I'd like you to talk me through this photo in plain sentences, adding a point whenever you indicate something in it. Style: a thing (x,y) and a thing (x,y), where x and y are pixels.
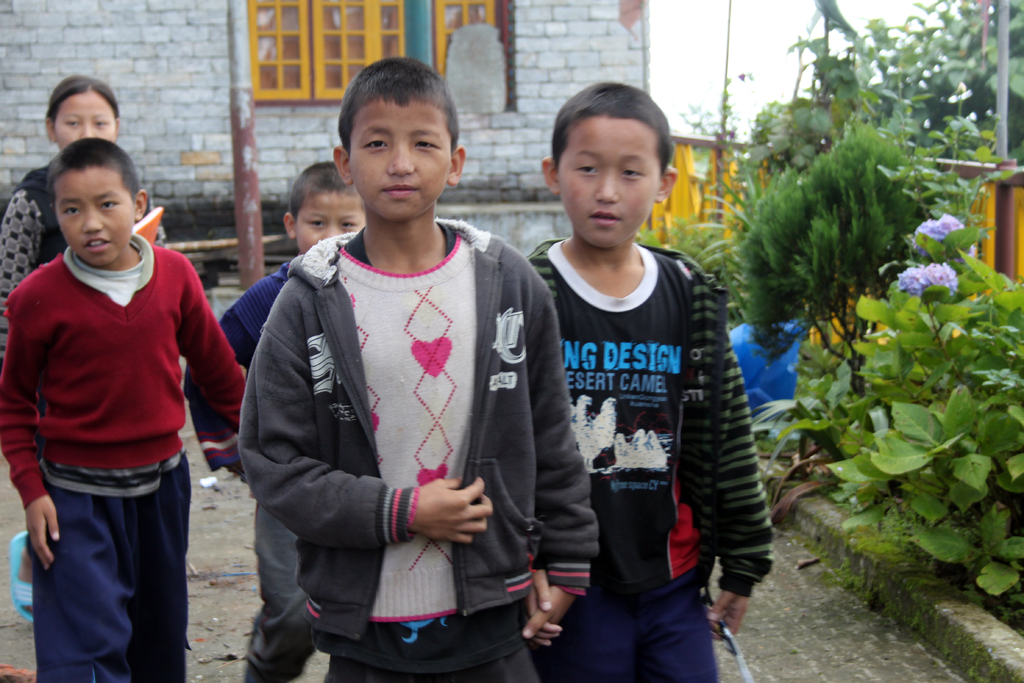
In this picture we can see a group of kids (215,354) standing and a boy (613,603) is holding an object (725,642). On the right side of the kids (199,312) there are plants (773,274) and a fence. Behind the kids (103,264) there is a wall (578,91) with windows (372,29).
